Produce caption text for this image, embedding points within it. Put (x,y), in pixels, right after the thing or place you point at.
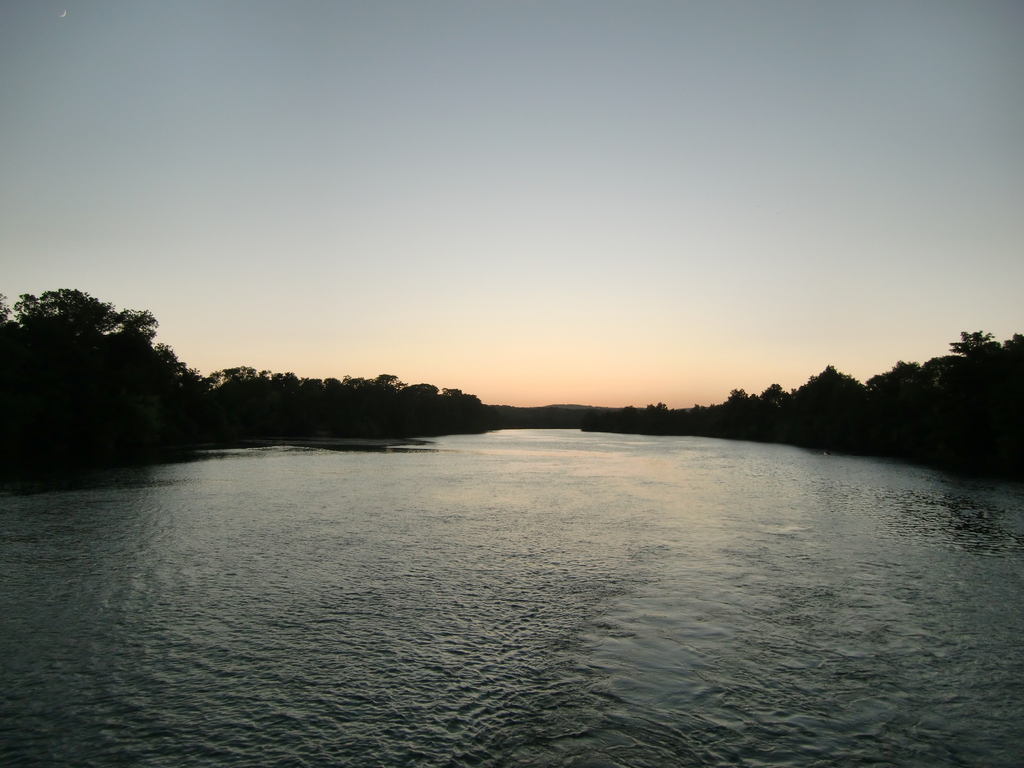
In this picture, we can see water (504,494), trees (449,411), and the sky (388,187).
